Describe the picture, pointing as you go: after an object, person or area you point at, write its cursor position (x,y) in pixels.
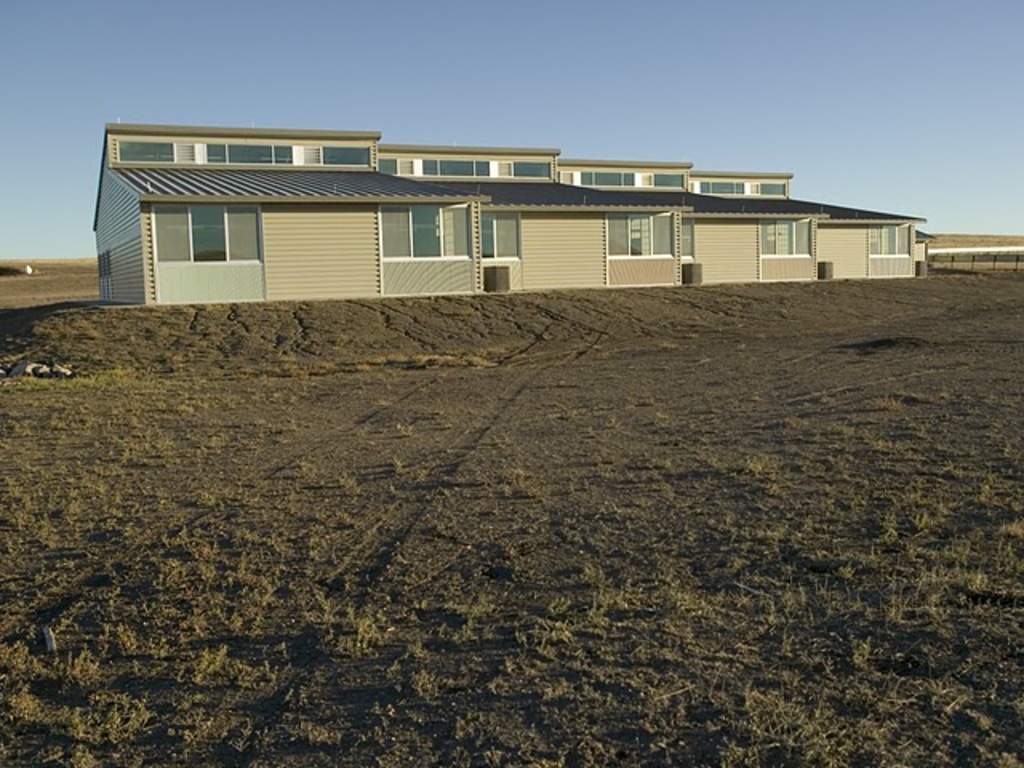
In this image there are a few houses (496,229) with glass windows (402,245), beside the houses (817,251) there is a metal rod mesh fence (1008,263).
